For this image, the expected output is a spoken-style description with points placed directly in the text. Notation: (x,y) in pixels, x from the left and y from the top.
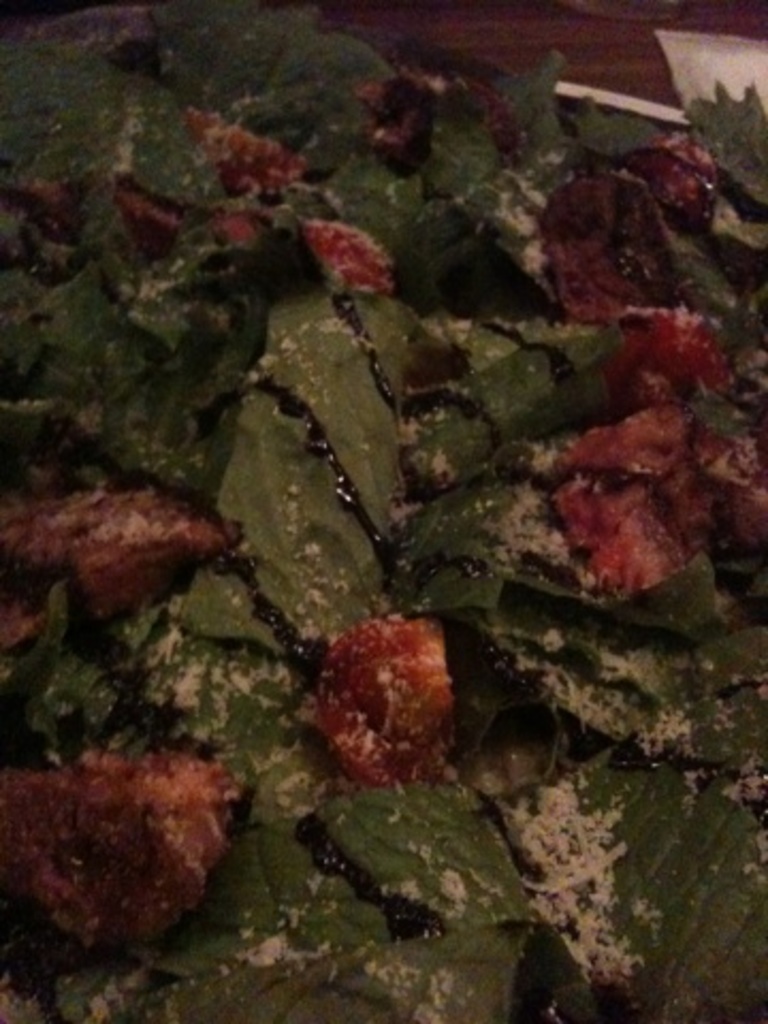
As we can see in the image there are leaves (276,66) and red color fruits (388,707) here and there.
